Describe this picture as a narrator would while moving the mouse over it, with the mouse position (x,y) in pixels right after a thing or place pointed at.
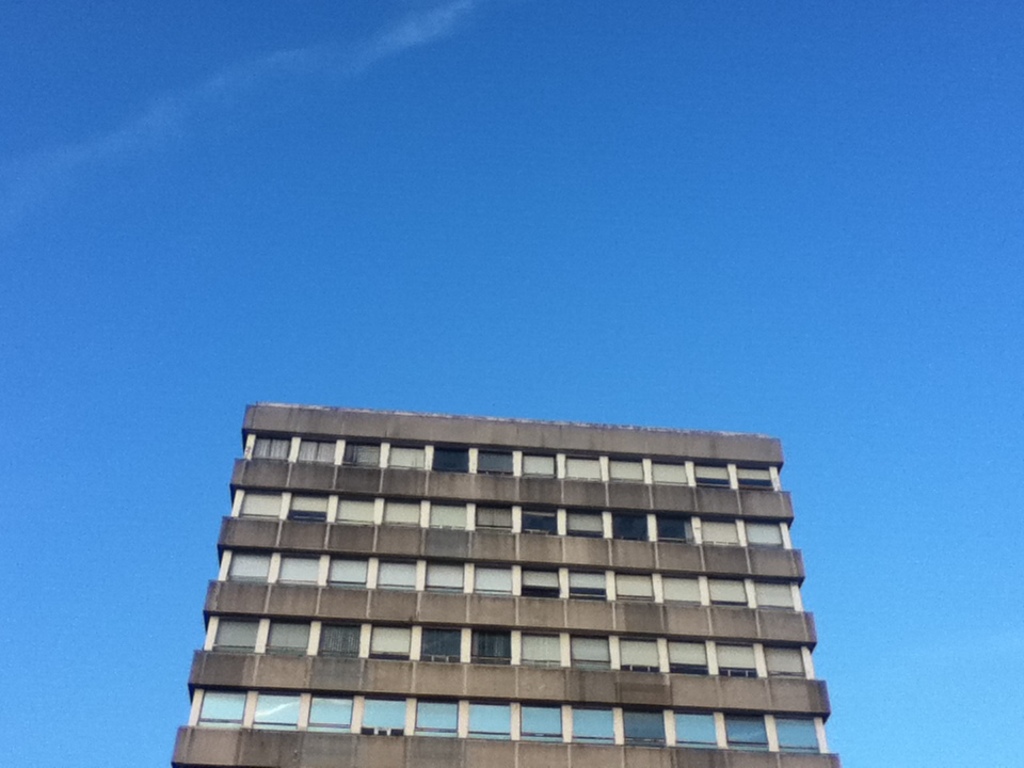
There is a building (771,571) in the center of the image (557,454) and the sky (311,301) in the background (316,221).
